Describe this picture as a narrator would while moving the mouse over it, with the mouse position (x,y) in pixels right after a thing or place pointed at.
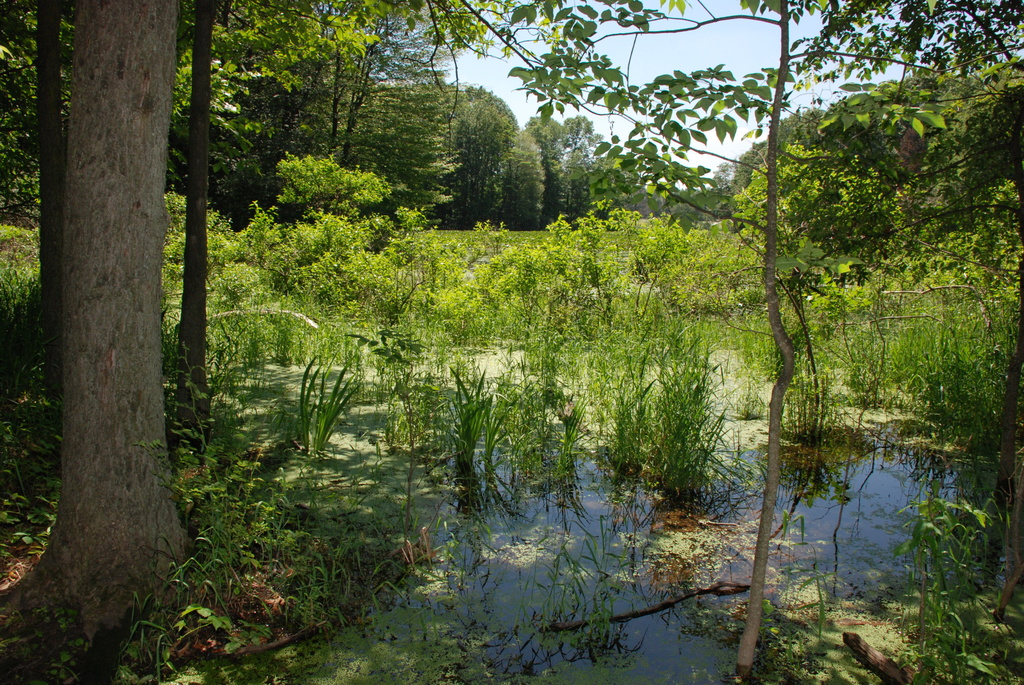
In this image we can see the grass (468,382), trees (328,205), plants (211,226), lake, at the top (683,64) we can see the sky (757,33).
